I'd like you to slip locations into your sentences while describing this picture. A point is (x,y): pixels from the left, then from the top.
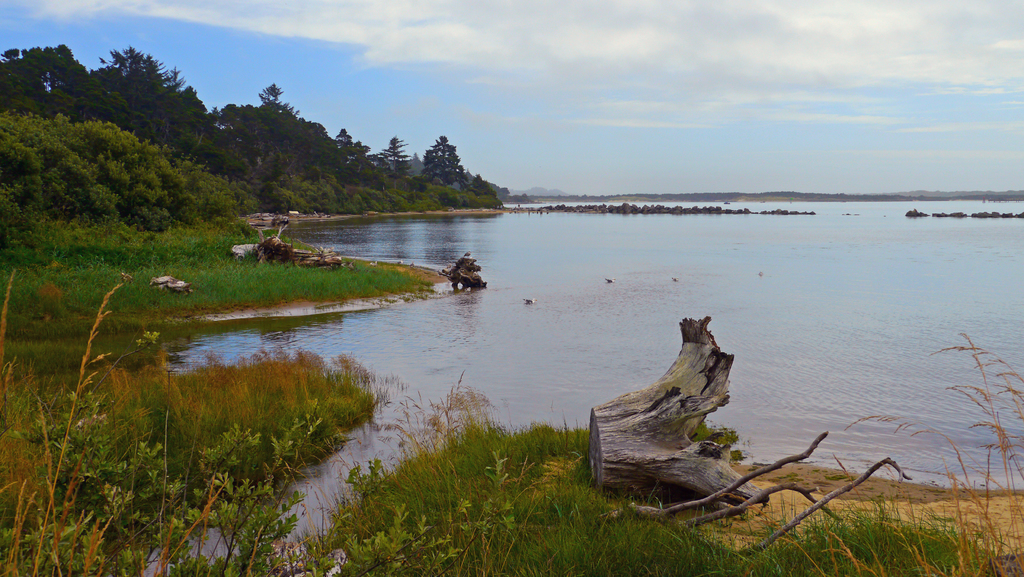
In this image I can see tree trunks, grass (361,377), water (602,238), trees (236,143) and the sky (600,94). This image is taken may be near the lake (620,289).
